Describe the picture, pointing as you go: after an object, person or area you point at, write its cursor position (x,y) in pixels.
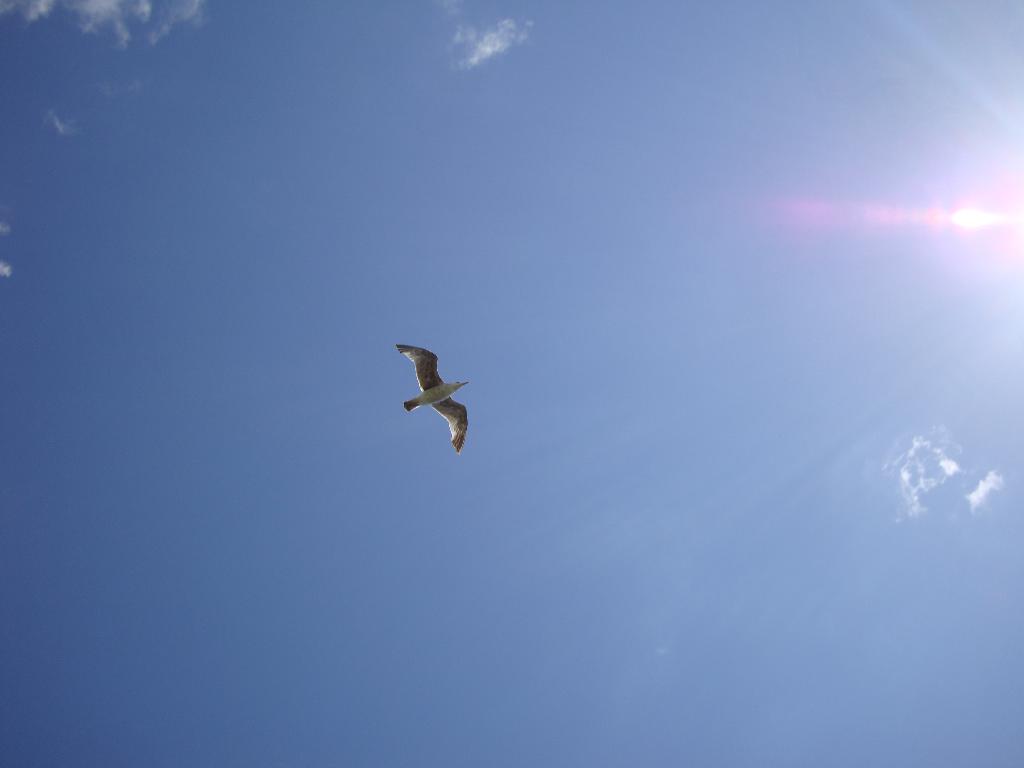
In this image I can see a bird (438,391) flying which is in white and black color, at the back (591,210) I can see sky (335,132) in white and blue color.
